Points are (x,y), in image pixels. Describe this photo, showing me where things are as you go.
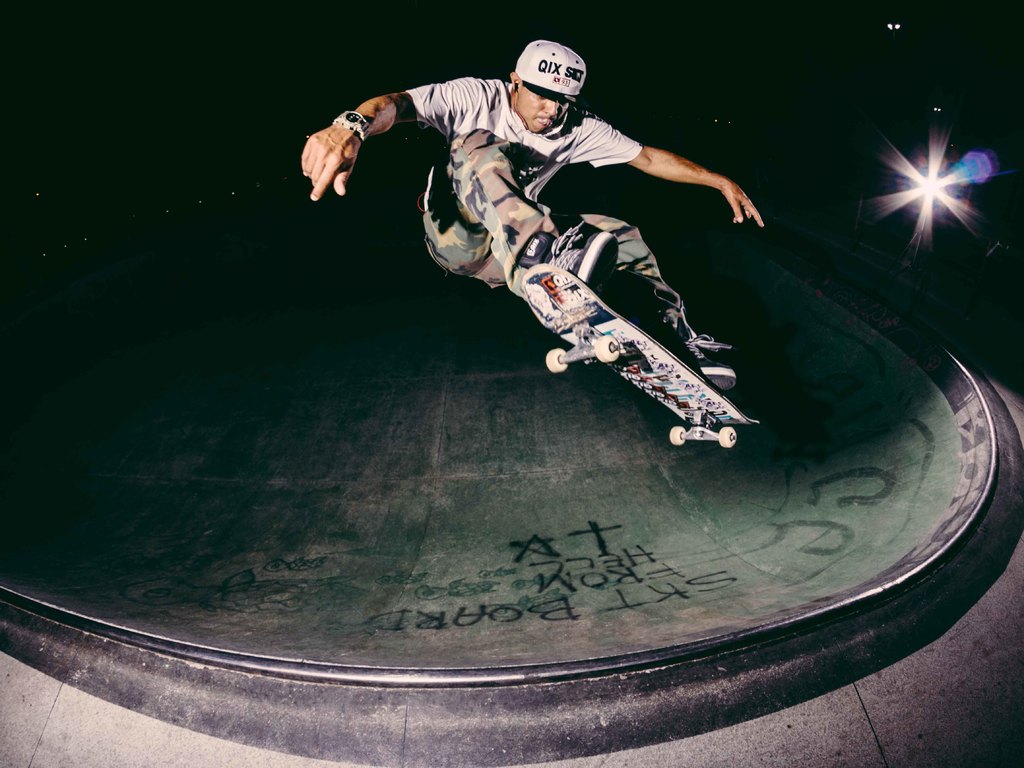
This is the man (542,229) jumping along with the skateboard (589,312). He wore a cap (531,75), T-shirt (469,131), wrist watch (363,131), trouser (464,207) and shoes (553,263). I think this is a skate park (863,456). This looks like a light (963,179). The background (188,46) looks dark.
